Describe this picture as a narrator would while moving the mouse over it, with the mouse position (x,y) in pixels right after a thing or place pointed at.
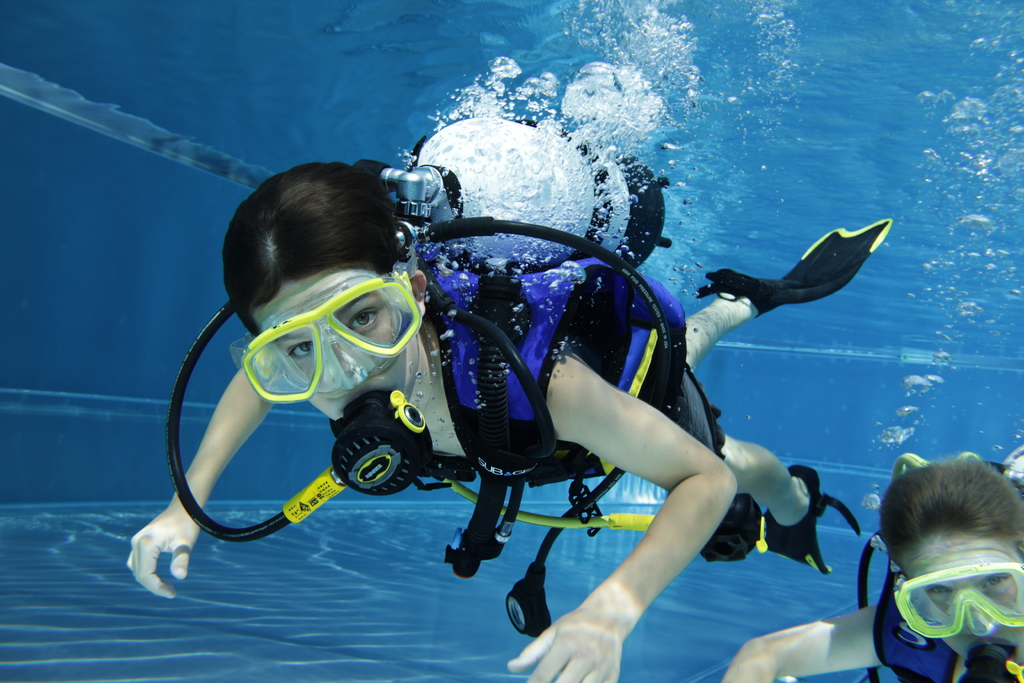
In this image, there are two persons (652,448) wearing oxygen cylinders (518,211) inside the water (670,198).
